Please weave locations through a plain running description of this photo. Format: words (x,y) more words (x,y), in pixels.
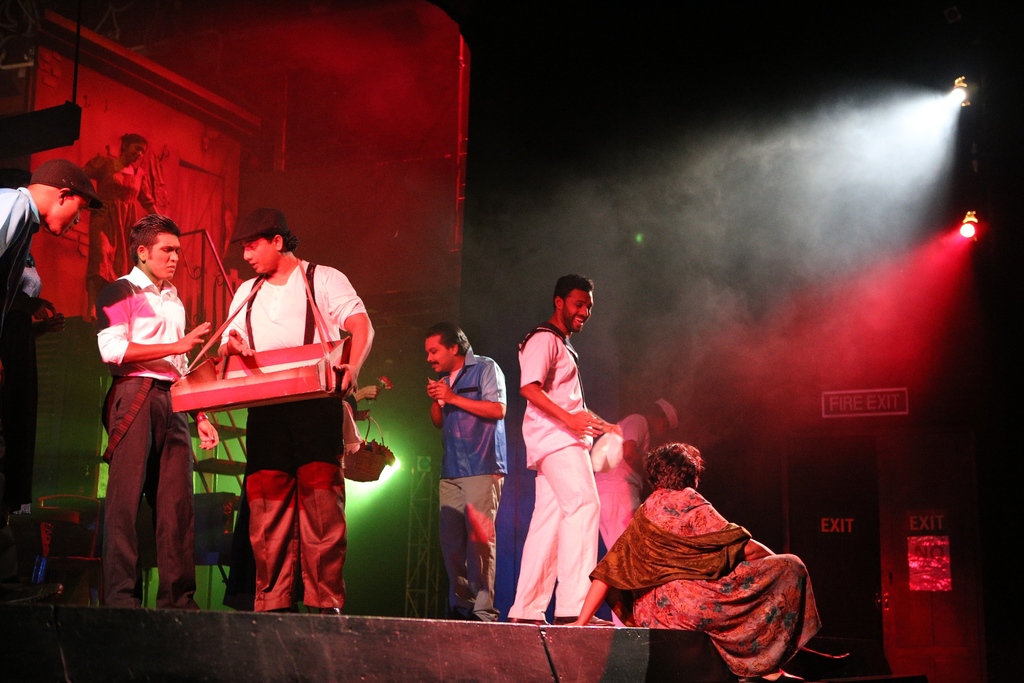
In the middle of the image (579,314) few people (589,292) are standing and holding a tray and a basket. Behind them there is a screen (156,172). At the bottom of the image (120,621) there is a stage (286,673) and there is a sign board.
